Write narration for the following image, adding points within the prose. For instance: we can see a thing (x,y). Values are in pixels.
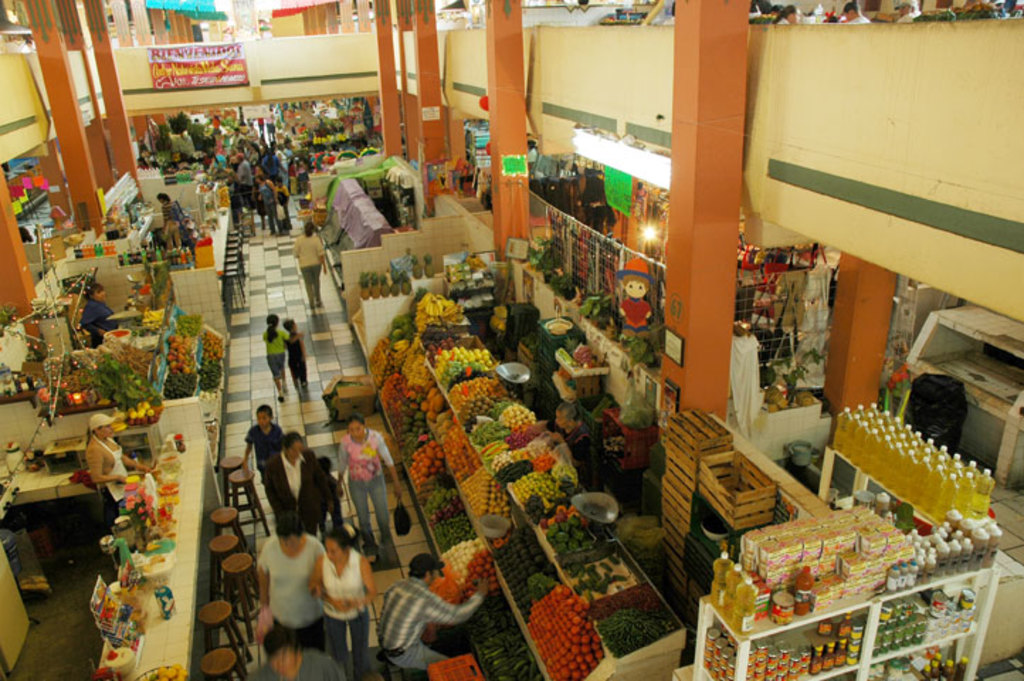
In this picture we can see in side of the building (533,108), in which we can see so many things (514,435) are placed in a shelves (703,620), few people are walking around, we can see some tables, banners (176,57) to the walls (169,95).
